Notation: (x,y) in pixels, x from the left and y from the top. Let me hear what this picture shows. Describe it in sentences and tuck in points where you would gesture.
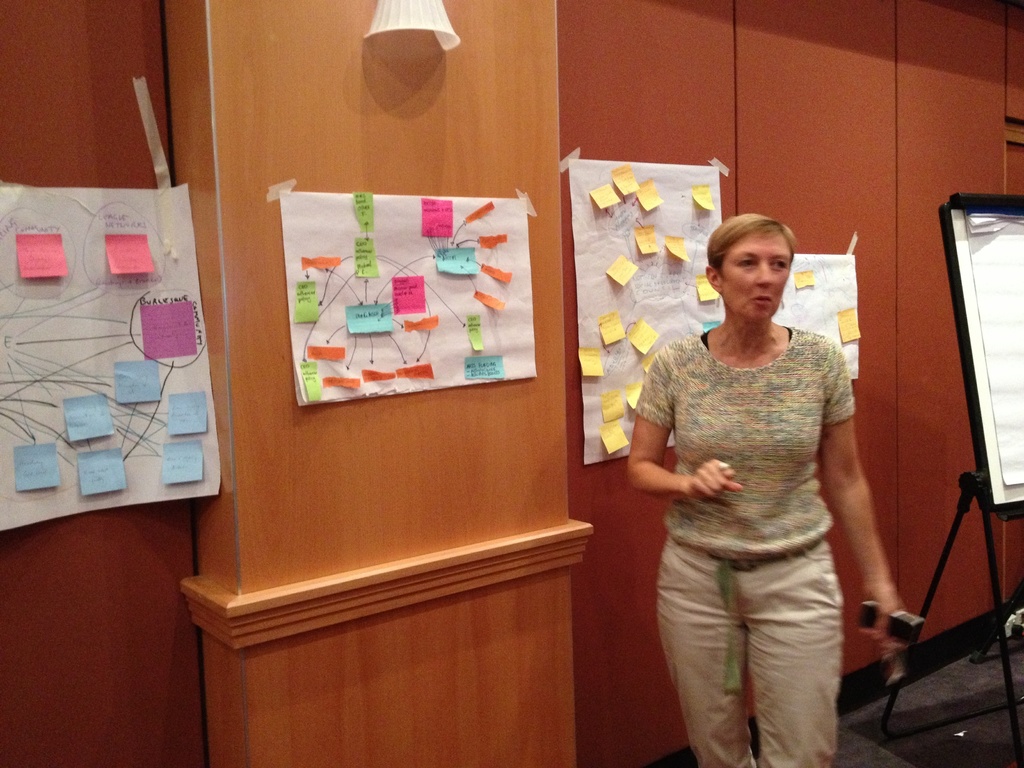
In the image in the center (669,399), we can see one woman (744,513) standing and holding some object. In the background (497,196) there is a wall (626,89), board (1023,403), stand (985,524), posters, notes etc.
